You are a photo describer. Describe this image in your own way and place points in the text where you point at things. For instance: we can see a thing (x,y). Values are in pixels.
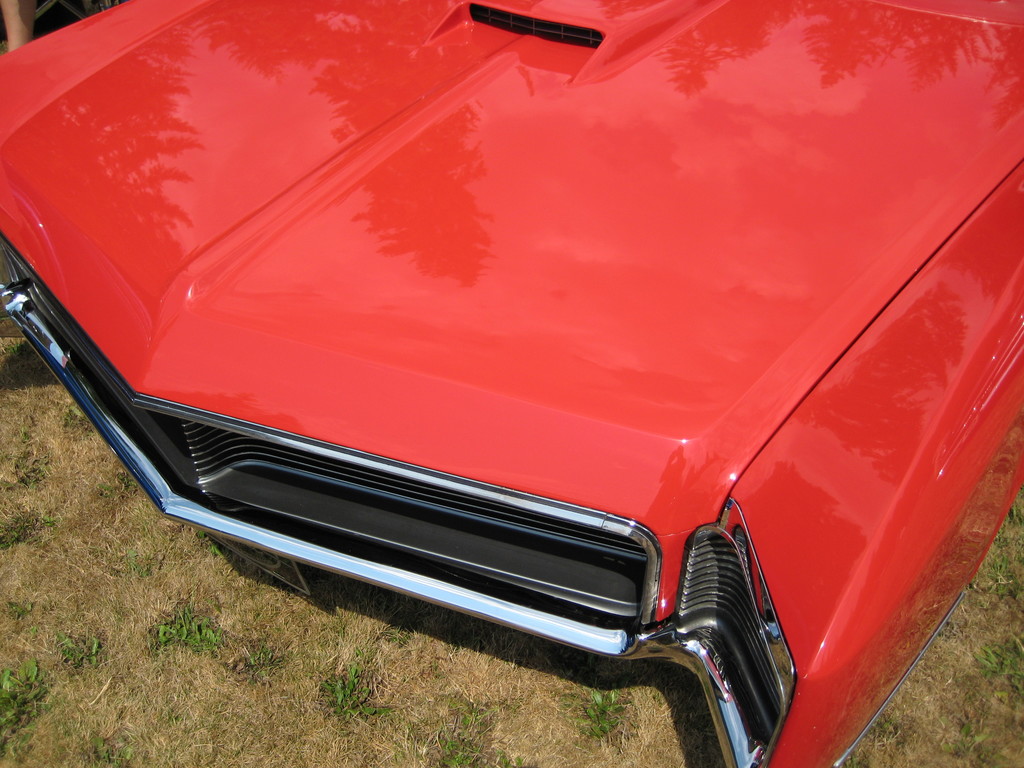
This is the zoom-in picture of a red color car (748,300). At the bottom of the image (191,675), we can see grass (691,708) on the land (453,727).
